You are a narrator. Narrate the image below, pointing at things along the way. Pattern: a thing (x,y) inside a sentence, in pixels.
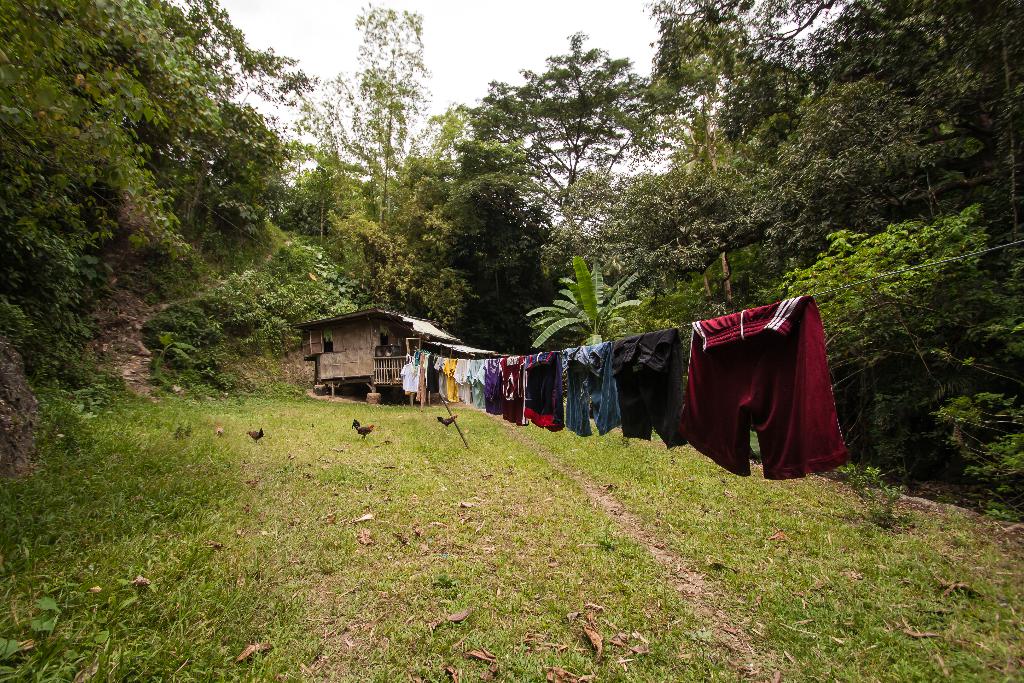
In the picture I can see full of grass (631,497). On the left (122,278), right, and back side of the picture I can see trees (429,231). In the middle of the picture (600,408) I can see clothes (650,357) behind the clothes (508,367) I can see one house (384,347).
